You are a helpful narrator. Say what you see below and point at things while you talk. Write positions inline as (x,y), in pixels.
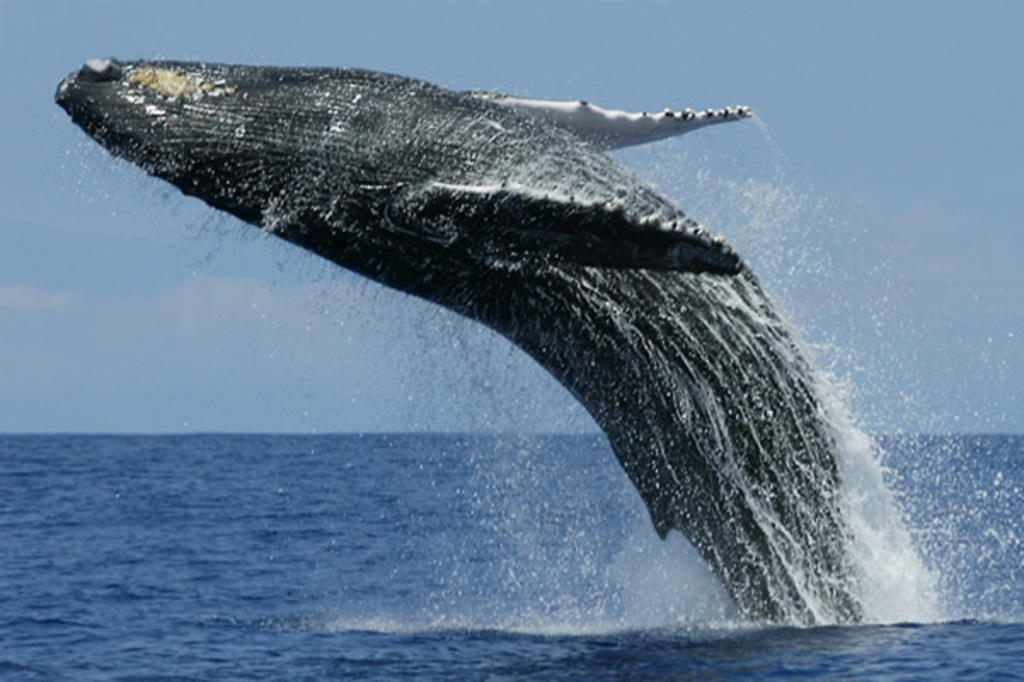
In the image there is a whale (472,194) swimming out from the water surface (207,653).
